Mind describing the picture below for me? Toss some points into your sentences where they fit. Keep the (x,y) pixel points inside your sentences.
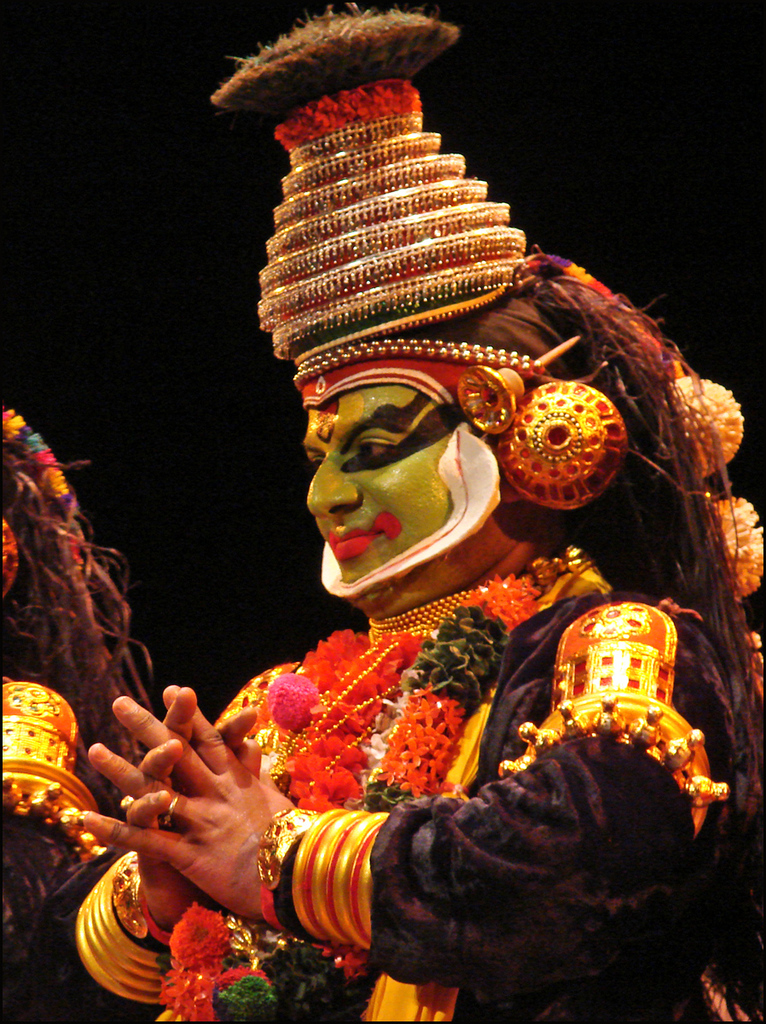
In this image we can see a person (344,652) wearing costume (434,624).
